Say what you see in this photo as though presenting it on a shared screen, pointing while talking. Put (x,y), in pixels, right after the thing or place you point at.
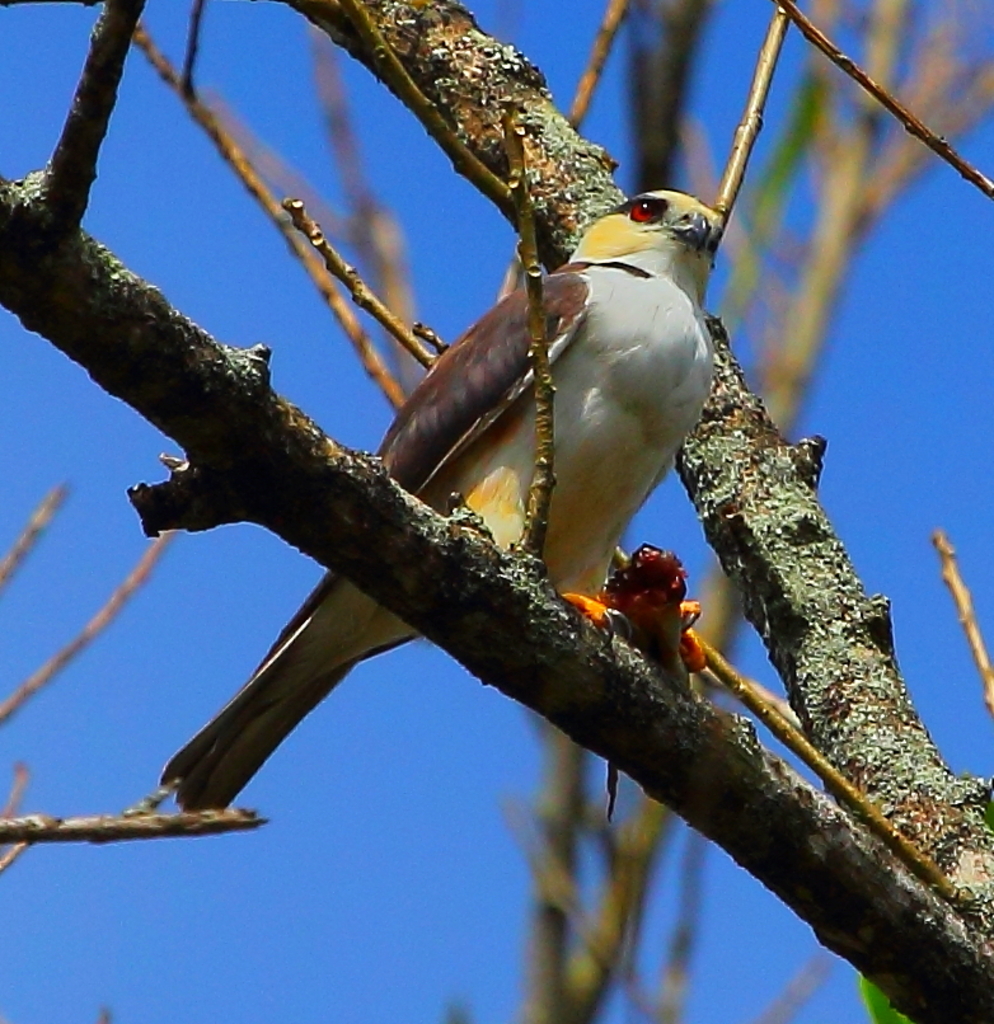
In this picture we can observe a bird (491,444) on the branch (182,438) of the tree (122,373). The bird (635,457) is in white, brown and yellow color. In the background (197,144) there is a sky (284,292).
